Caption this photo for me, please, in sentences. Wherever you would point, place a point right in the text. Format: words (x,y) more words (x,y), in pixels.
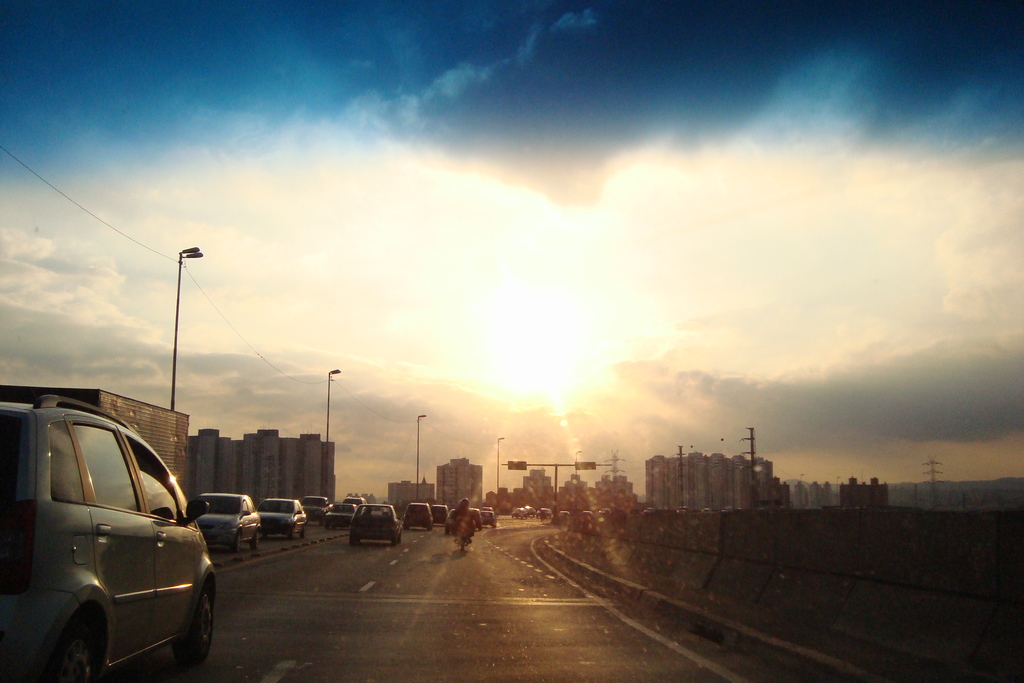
At the bottom (375,538) few cars (356,532) are moving on the road (404,601), there are buildings (332,485) on either side of this road (412,590), in the middle it is the sky (511,362) with the sun (568,342).
